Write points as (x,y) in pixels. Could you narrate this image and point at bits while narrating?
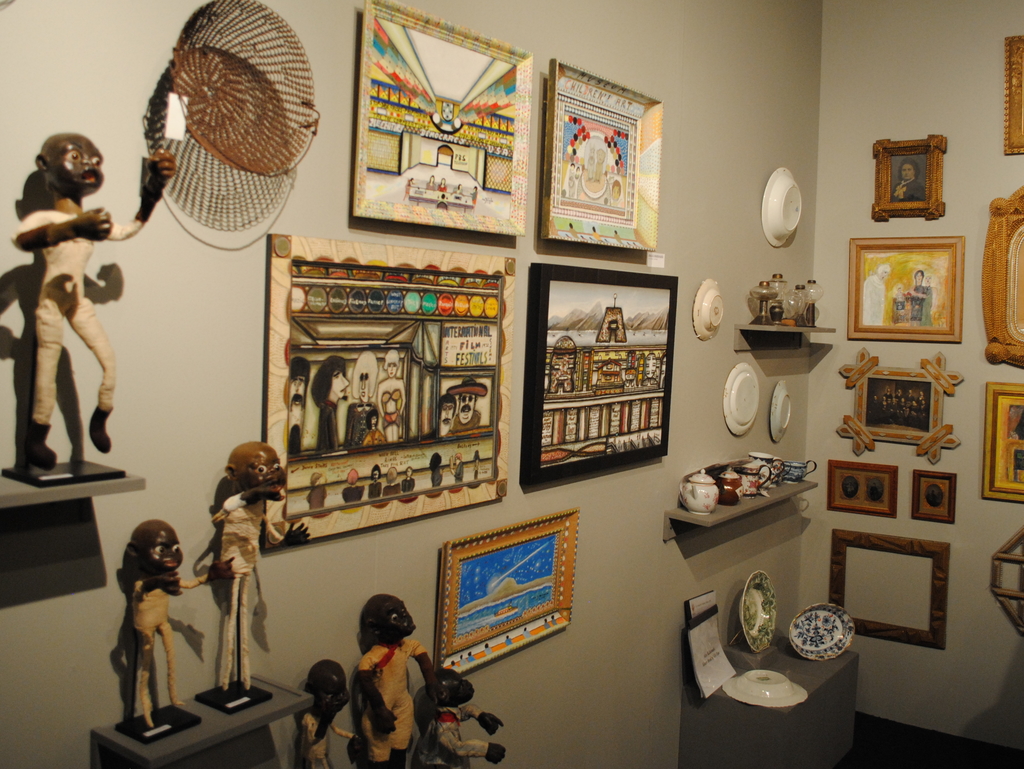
In the image we can see there are statues (52,237) kept on the table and there are plates (770,628) kept on the table (772,724). There are photo frames (893,212) and plates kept on the wall (699,583).
